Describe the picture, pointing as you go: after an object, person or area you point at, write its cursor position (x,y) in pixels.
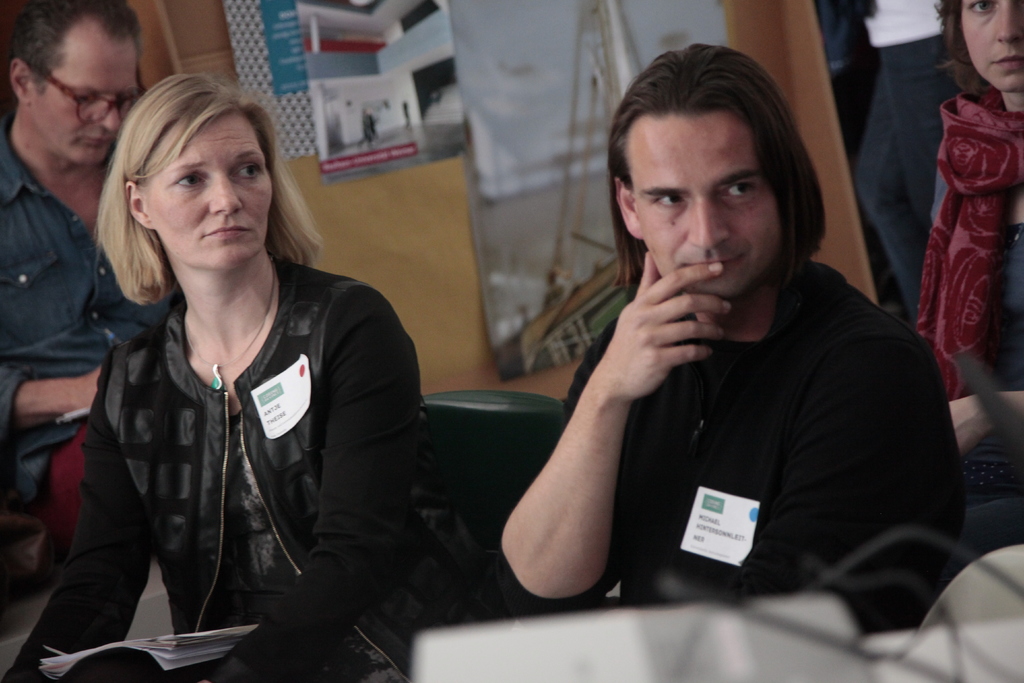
In this image we can see people (155,375) sitting. In the background (411,90) there are boards (422,126) placed on the wall (424,252).
